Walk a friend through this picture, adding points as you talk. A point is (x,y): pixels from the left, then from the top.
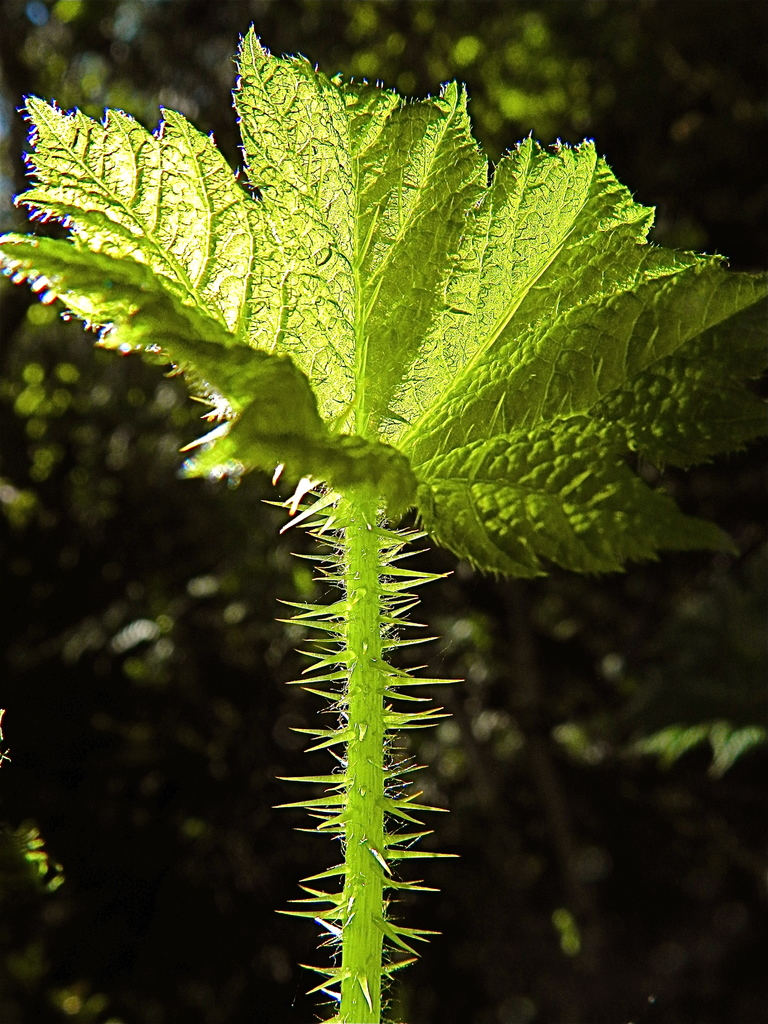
This picture contains a plant (376,657) which has thorns (394,938) and leaves (381,440). In the background (169,471), there are trees (552,612) and it is blurred in the background (757,612).
